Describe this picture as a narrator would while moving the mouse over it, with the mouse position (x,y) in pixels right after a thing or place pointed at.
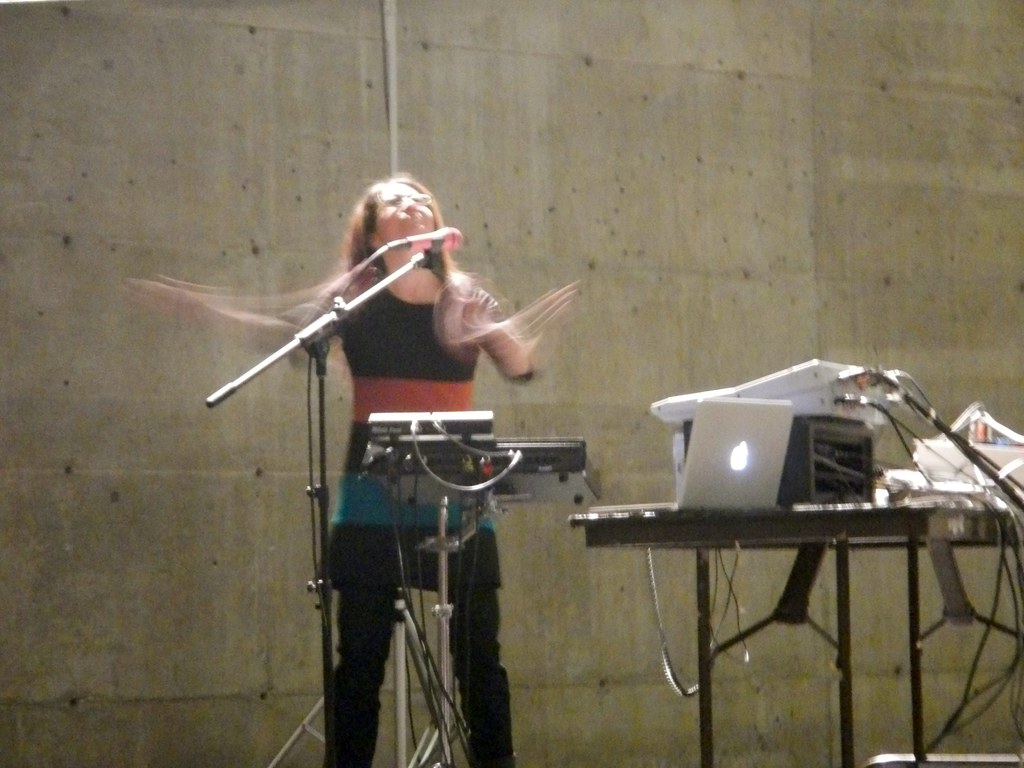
In this picture we can see a woman (363,291), in front of her we can see a mic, laptop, table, some devices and some objects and in the background (623,393) we can see a wall (732,232), pipe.
